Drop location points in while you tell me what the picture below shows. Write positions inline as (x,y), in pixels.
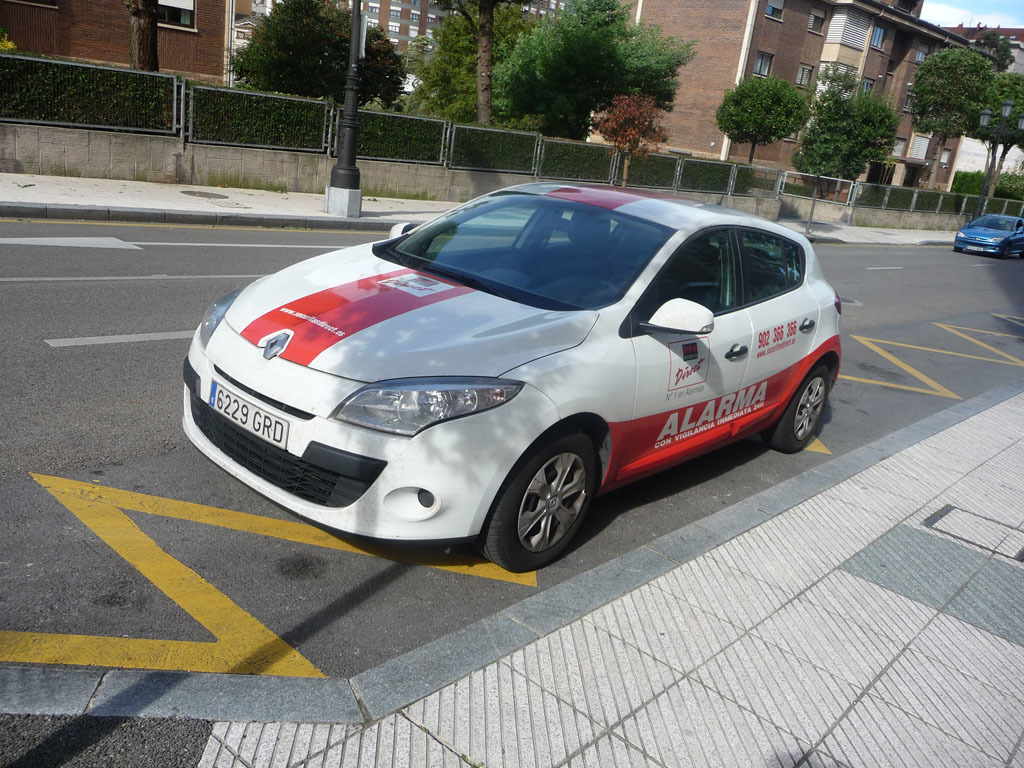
In this image we can see some buildings (956,152) with glass windows (181,20), one pole (355,76) with board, one fence (401,138) near the footpath (23,181), one pole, two cars (963,247) on the road (93,556), some objects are on the surface (912,297), some trees (330,53), bushes (44,104), plants (44,77) and grass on the surface (54,182). At the top (979,10) there is the sky (961,10).
